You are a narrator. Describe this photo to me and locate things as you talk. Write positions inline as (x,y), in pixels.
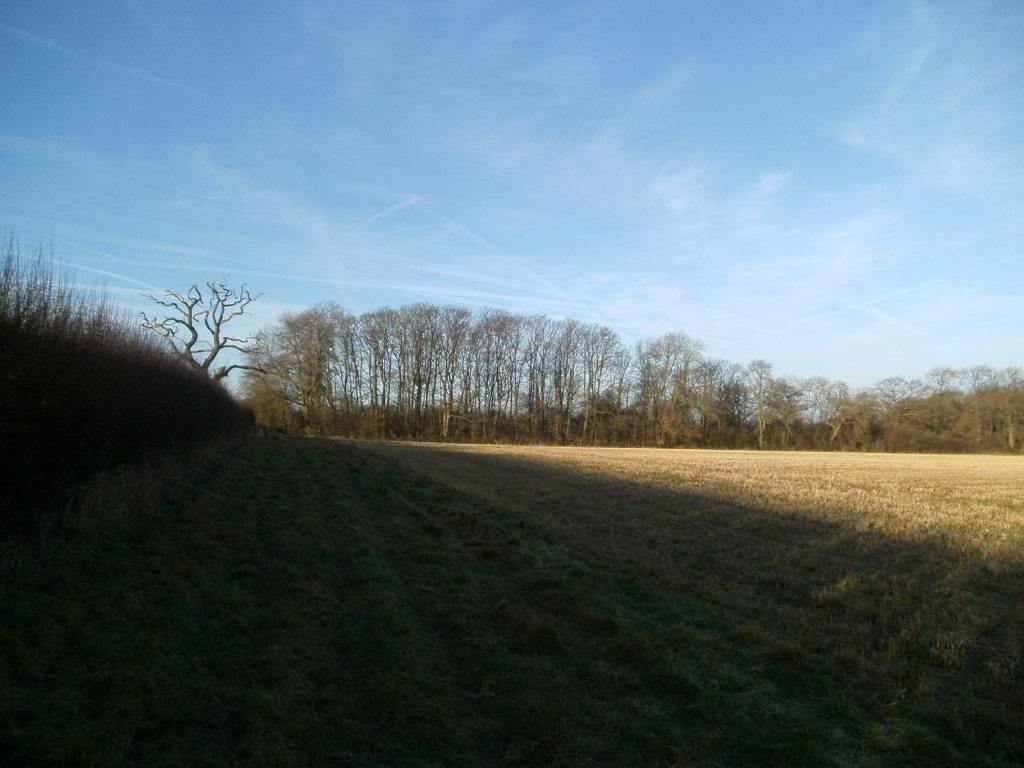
In this image I can see the ground (671,574), some grass (674,564) on the ground (771,563) and few trees (519,390). In the background (727,235) I can see the sky (562,182).
